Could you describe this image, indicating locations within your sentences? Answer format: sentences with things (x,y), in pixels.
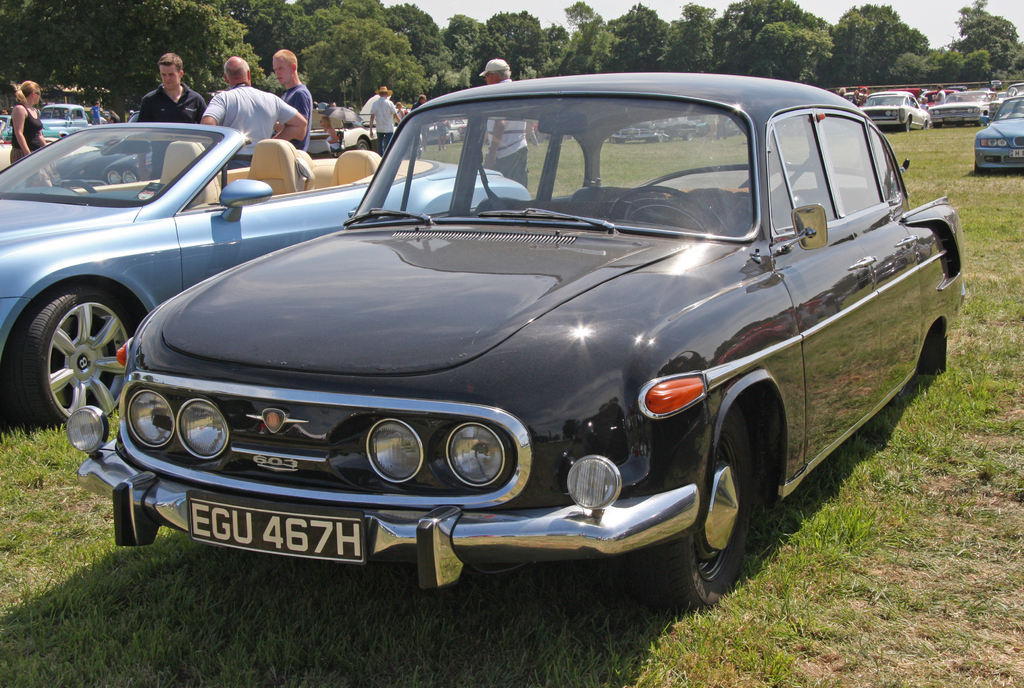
In this picture there is a black car (746,140). Beside that we can see sport car (124,286). Here we can see group of persons (183,98) standing near to the car (229,226). in the back (374,114) we can see many people (390,110) standing near to the vehicles (895,95). On the top (1017,16) we can see sky (513,11). Here we can see many trees (368,67). On the bottom (186,645) we can see grass (470,678).
